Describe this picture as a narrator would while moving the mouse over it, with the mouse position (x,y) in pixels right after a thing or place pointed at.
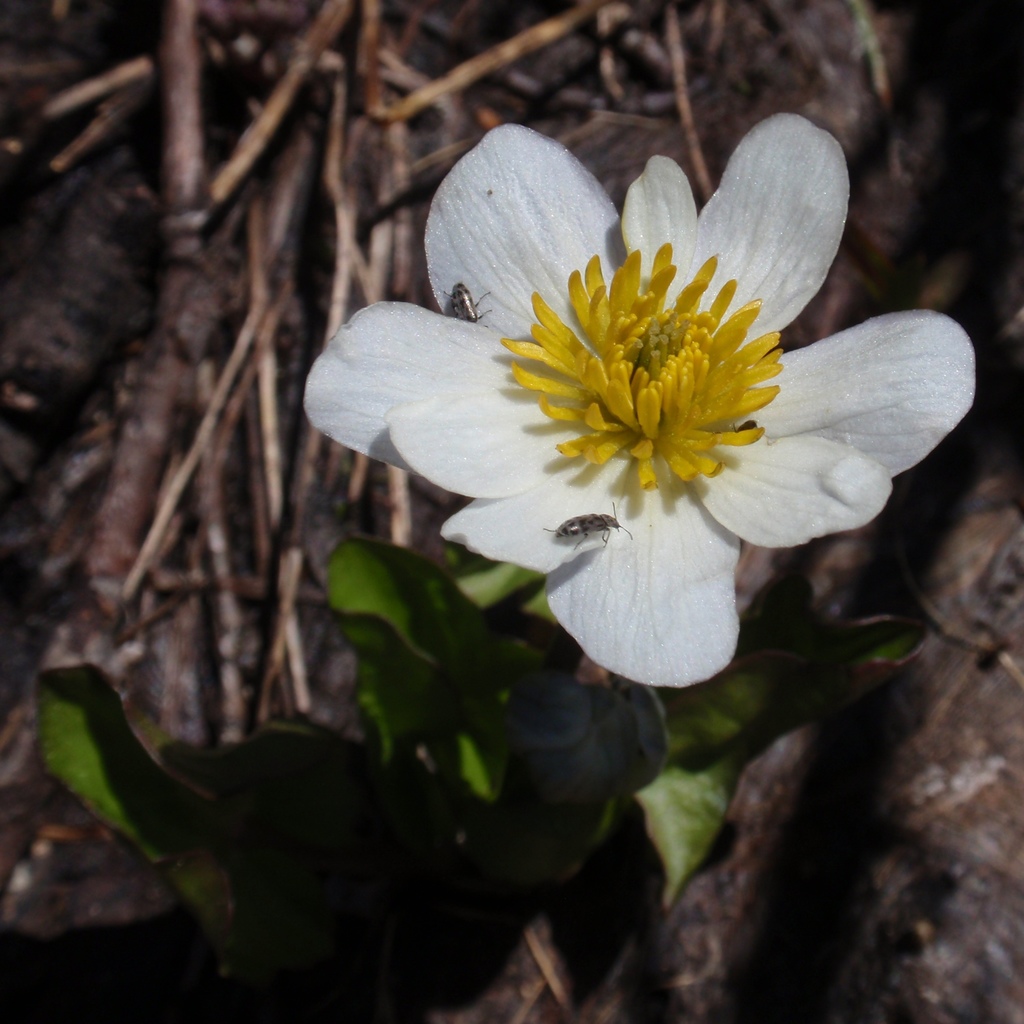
In the image there is a flower (572,332) with insects (585,516) on it. Below the flower (606,472) there are leaves (434,667). And there is a blur background (167,170) with sticks (193,175).
